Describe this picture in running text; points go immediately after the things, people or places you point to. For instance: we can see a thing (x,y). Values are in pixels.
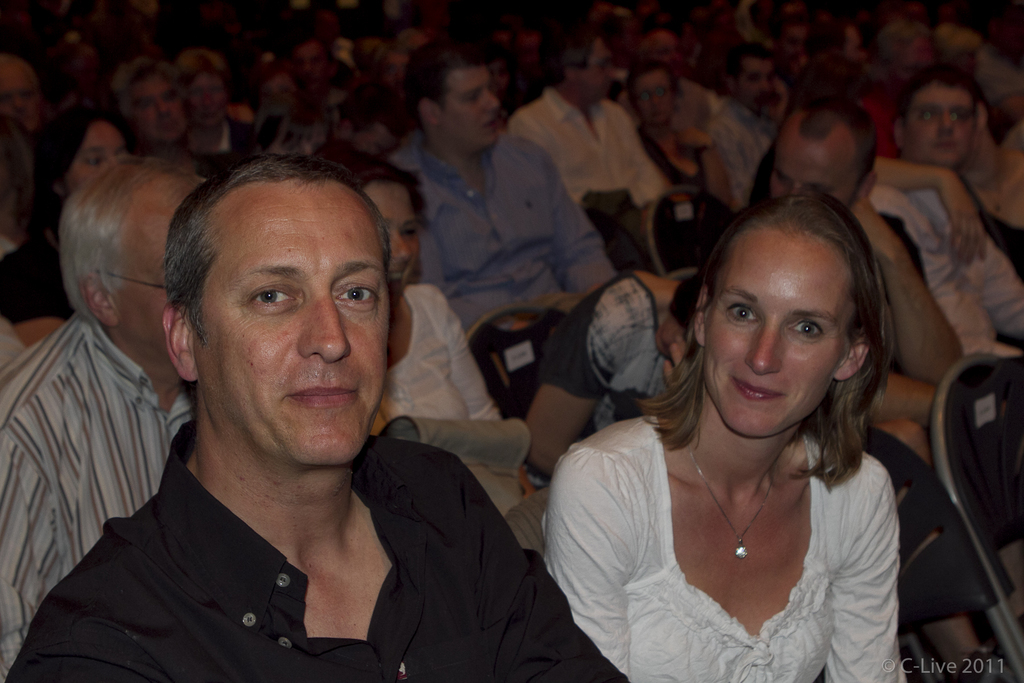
In this image there is a couple (617,522) in the middle (642,401) who are sitting on the chairs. In the background (106,117) there are so many people (685,282) who are sitting on the chairs (599,235) one beside the other.
